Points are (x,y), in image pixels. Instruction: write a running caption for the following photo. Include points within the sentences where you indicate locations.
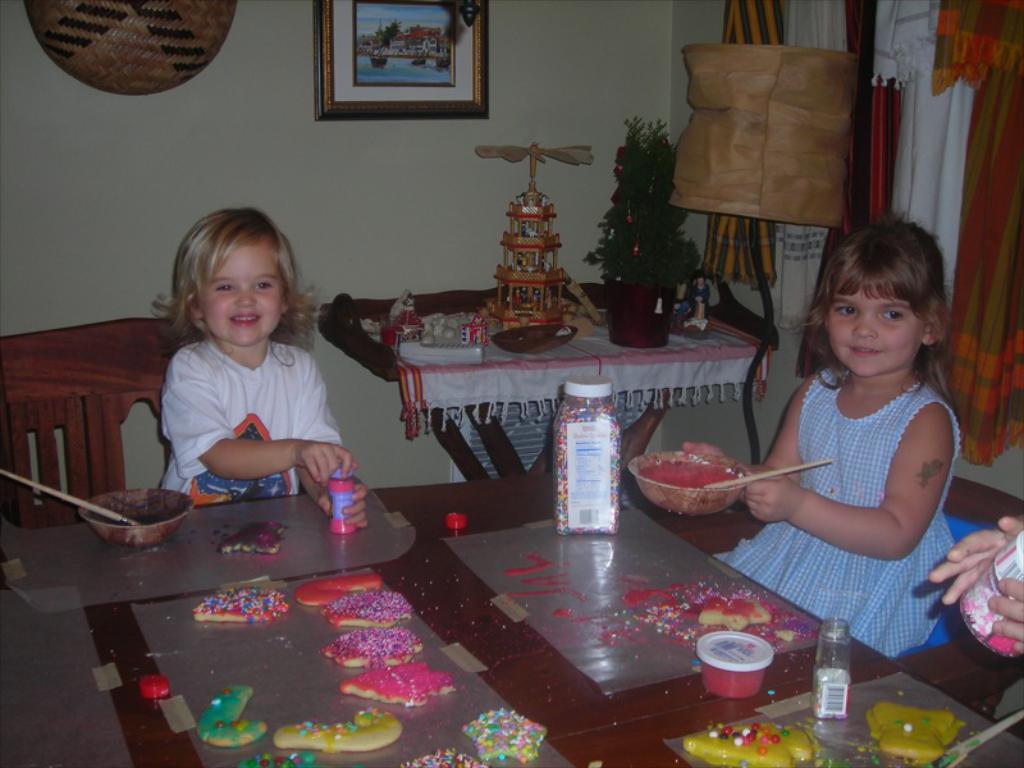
In this image we can see two girls (820,383) sitting on the chair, and in front (350,552) here is the table (766,689) and cookies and some objects (756,674) on it, and at back (652,330) here is the table (640,405) and Xmas tree (652,203) and toys (517,301) on it, and here is the wall (314,224) and photo frame (348,28) on it.
